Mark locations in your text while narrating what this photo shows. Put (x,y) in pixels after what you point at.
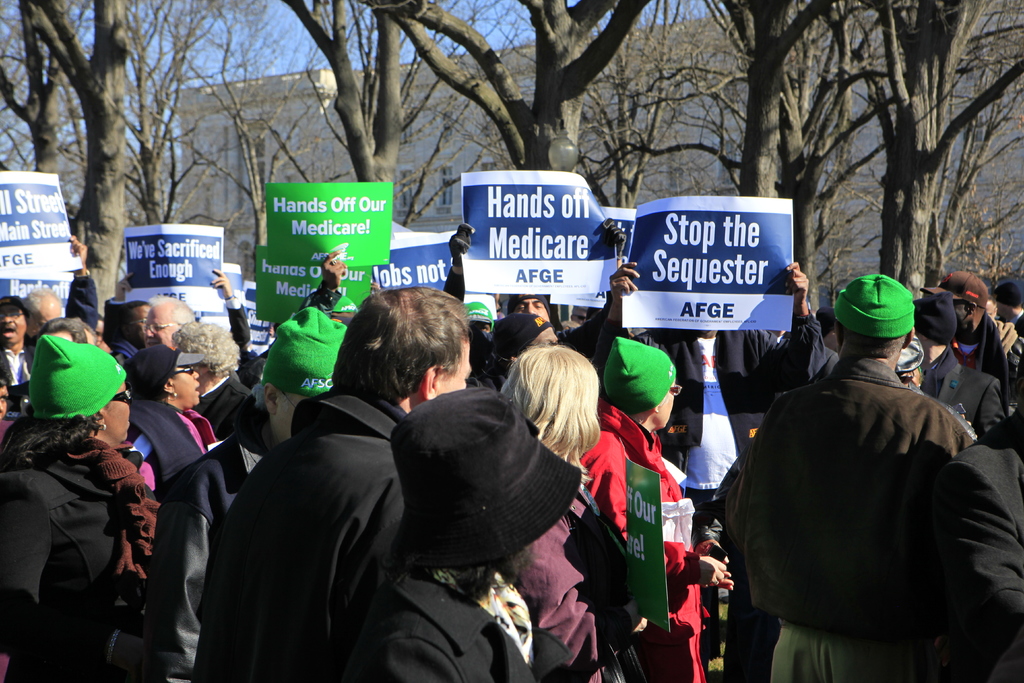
In this picture we observe people (23,456) protesting in a park (160,103) by holding posters (407,242) in their hands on which we observe Stop the Sequester AFGE is written and in the background (303,174) we observe trees (835,55) and buildings (482,137).
